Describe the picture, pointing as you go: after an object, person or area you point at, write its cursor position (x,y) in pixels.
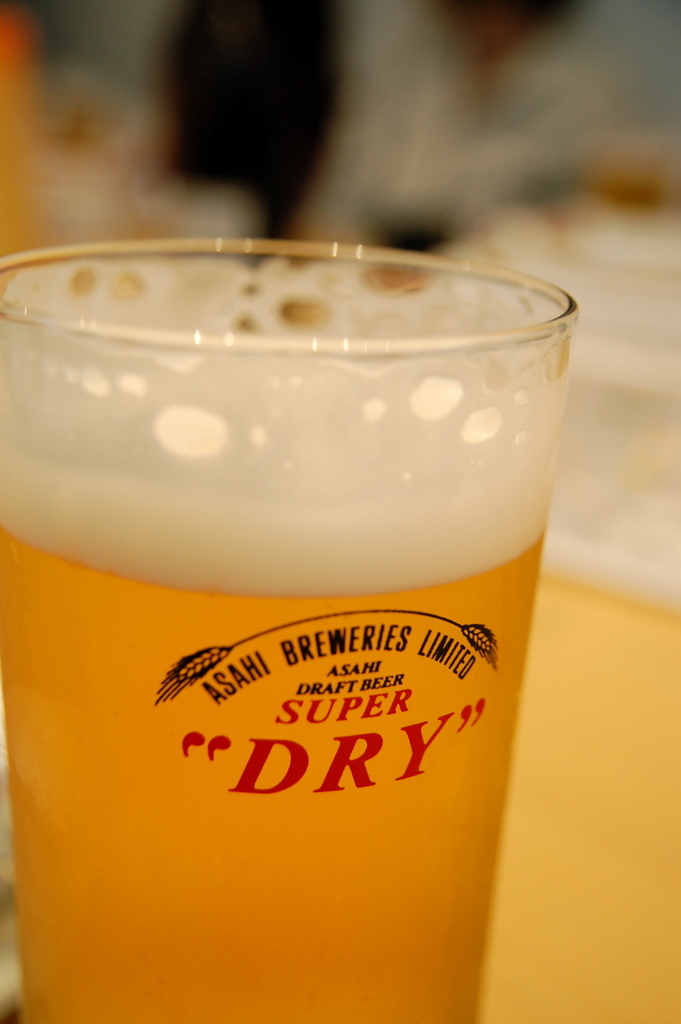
In this image I can see the glass (386,341) with beer (179,520). The glass (227,487) is on the table (573,708). And I can see the name super dry (353,778) is written on it. And there is a blurred background (539,240).
